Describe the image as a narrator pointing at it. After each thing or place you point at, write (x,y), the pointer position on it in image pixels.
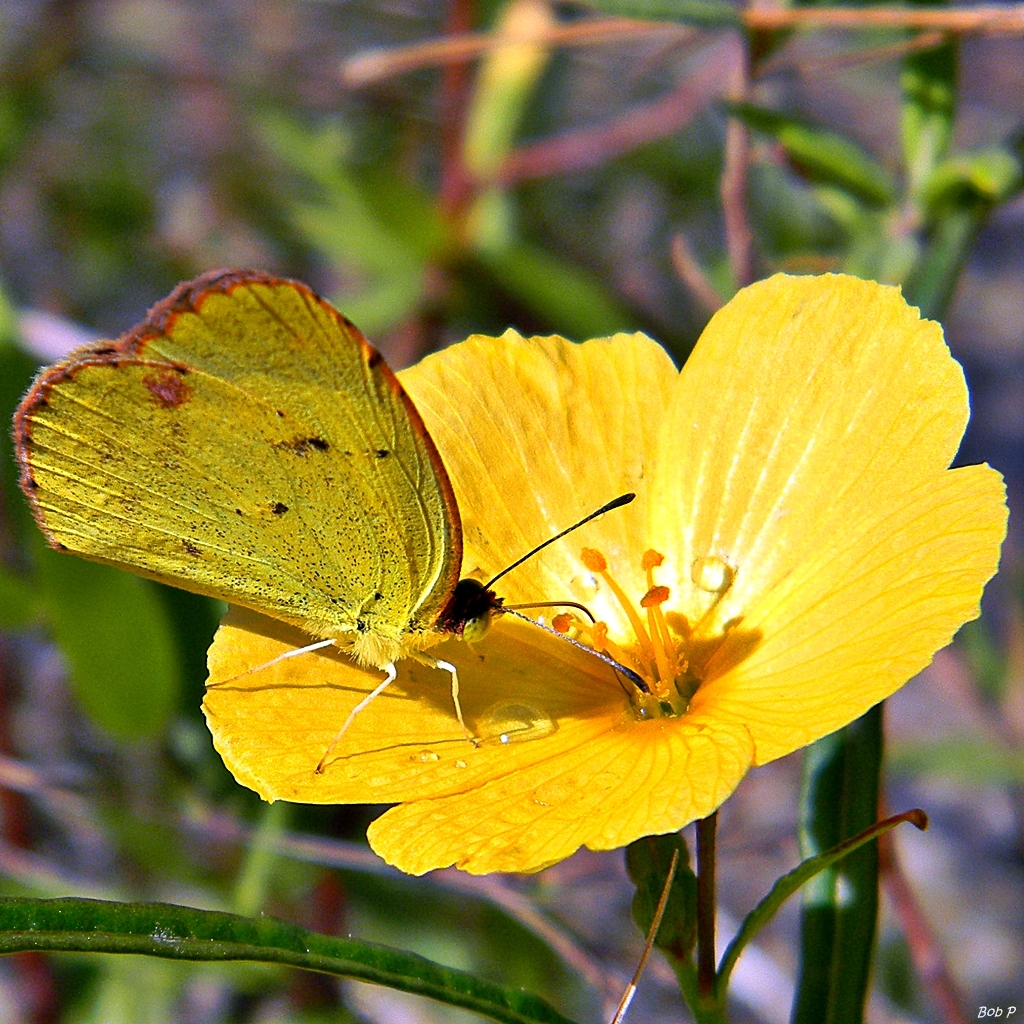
In this image we can see a butterfly (291,495) on a flower (599,579). Behind the flower (381,714) we can see a group of plants (133,733).
